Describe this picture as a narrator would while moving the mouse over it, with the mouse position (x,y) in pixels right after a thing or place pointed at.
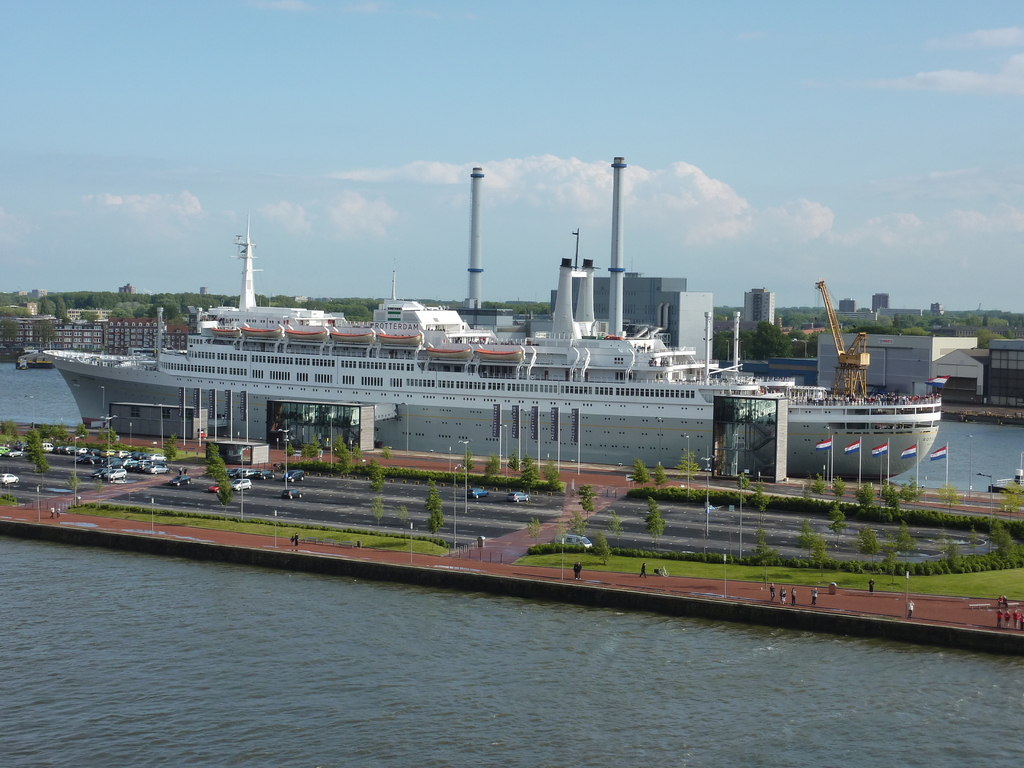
In this image there is the water (88,652). There is a ship (443,371) on the water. In the center (387,506) there is the ground (800,543). There are a few people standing on the ground (181,495). There are plants (215,464), roads (293,511) and grass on the ground (541,502). In the background (918,310) there are trees (109,308) and buildings (90,325). At the top (361,102) there is the sky (273,68). At the bottom (310,650) there is the water (328,649).
